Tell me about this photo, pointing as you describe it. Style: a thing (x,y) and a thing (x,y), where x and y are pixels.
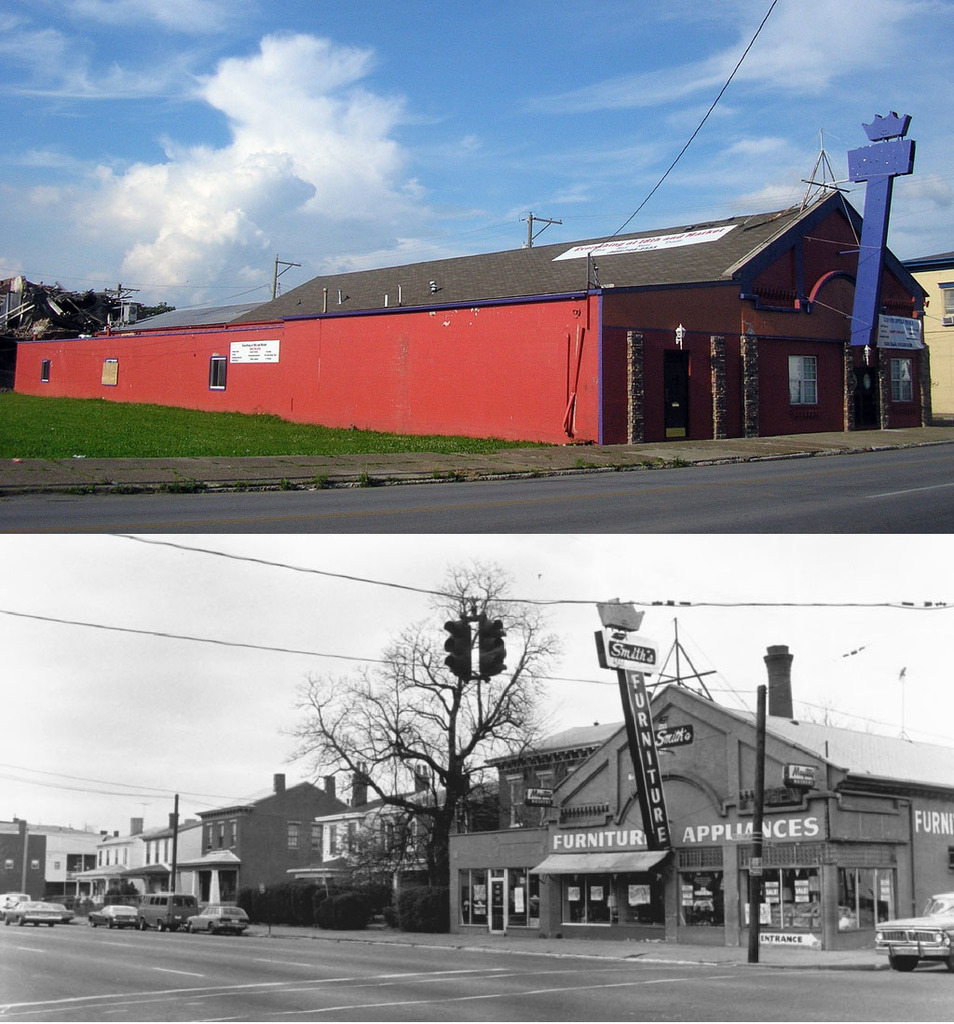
In the picture we can see two images, in the first image we can see a huge shed (504,258) and near it, we can see a grass surface (146,437) and a road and in the second image we can see a road (106,955) on it, we can see some vehicles (19,920) near the path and behind it, we can see some buildings (856,846) with windows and glasses (514,806) to it and near to the houses (429,787) we can see a tree (412,768) and it is a black and white image.
